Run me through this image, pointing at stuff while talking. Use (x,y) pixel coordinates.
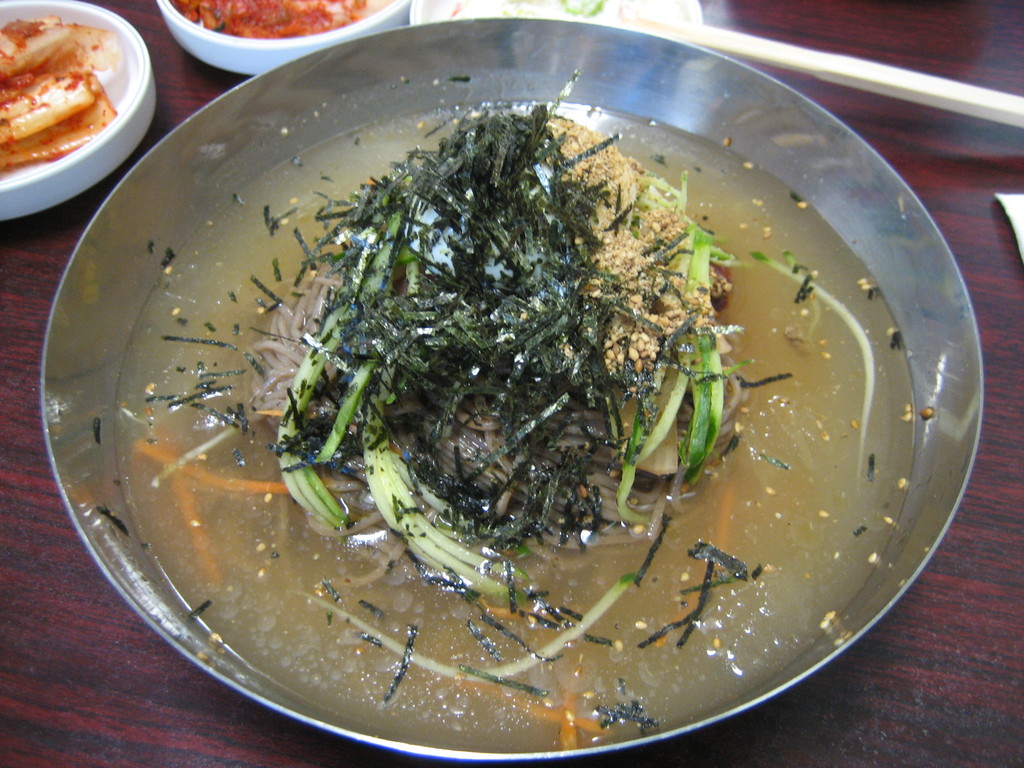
In this picture we can see food (461,354) in the plate (706,301), beside the plate (585,332) we can see bowls (120,77) on the table (932,124).
